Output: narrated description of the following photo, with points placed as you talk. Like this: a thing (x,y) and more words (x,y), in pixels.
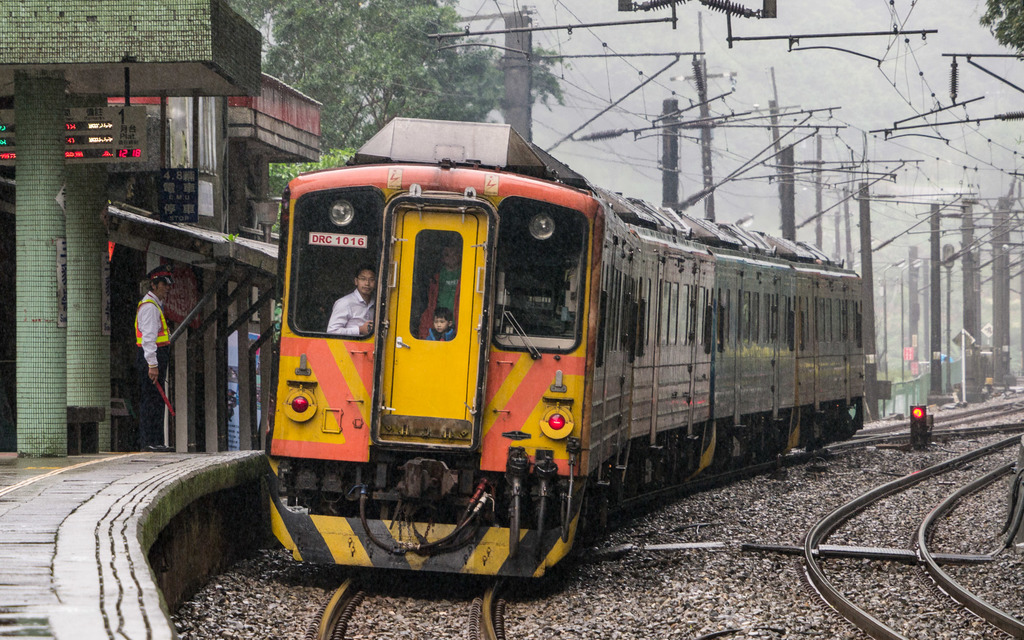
In this image I can see a train (438,482) on the railway track (316,635). On the ground (696,579) there are many stones (666,582). On the left side (105,529) a man (156,361) is standing on the platform (67,493) and also there are some pillars (70,310). In the background (376,76) there are some trees (408,74) and many poles (1001,335). At the top of the image (822,42) I can see the sky (809,20). Inside the train (384,297), I can see two persons (360,295).
